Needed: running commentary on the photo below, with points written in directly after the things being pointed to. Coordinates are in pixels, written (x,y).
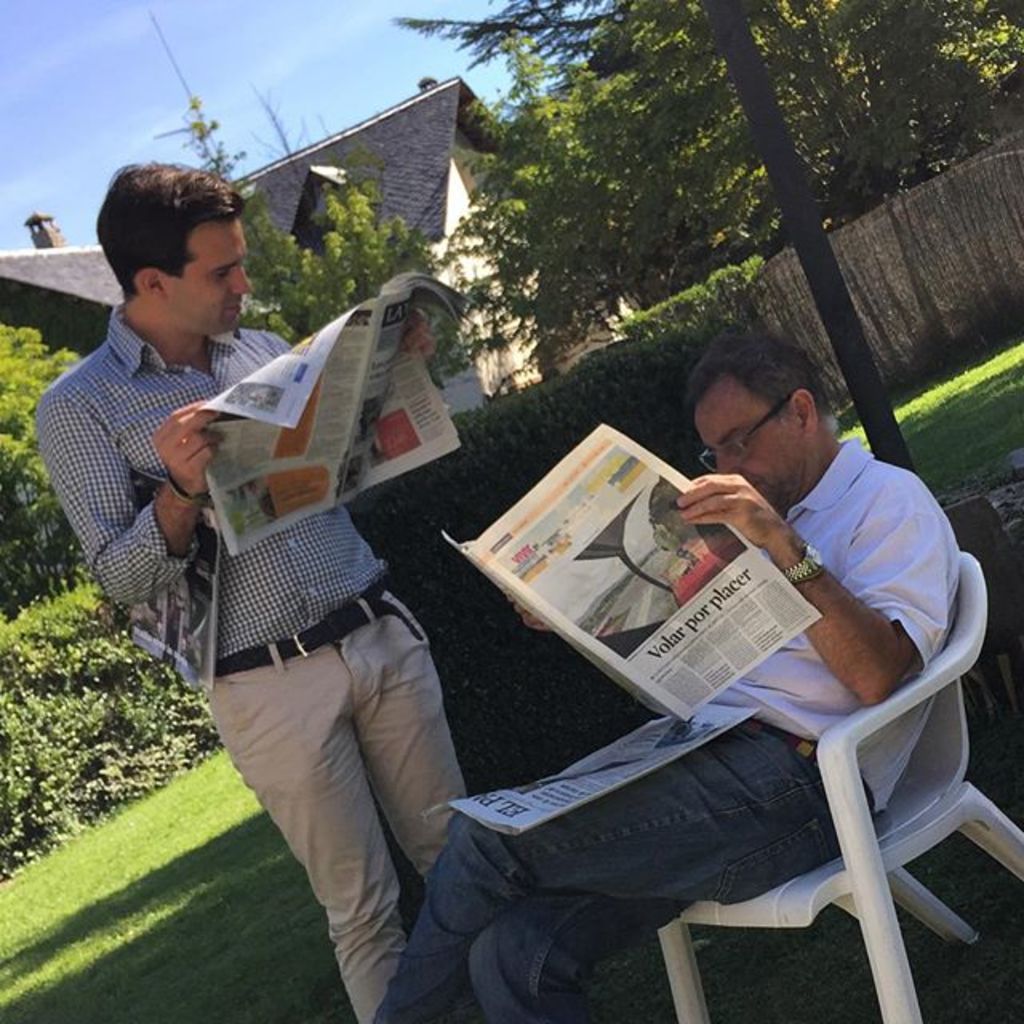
A man (773,712) is sitting in a chair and reading newspaper (658,557). Another man (260,566) beside him standing and reading. There are some trees (465,352) and house (271,171) in the background (49,232).
